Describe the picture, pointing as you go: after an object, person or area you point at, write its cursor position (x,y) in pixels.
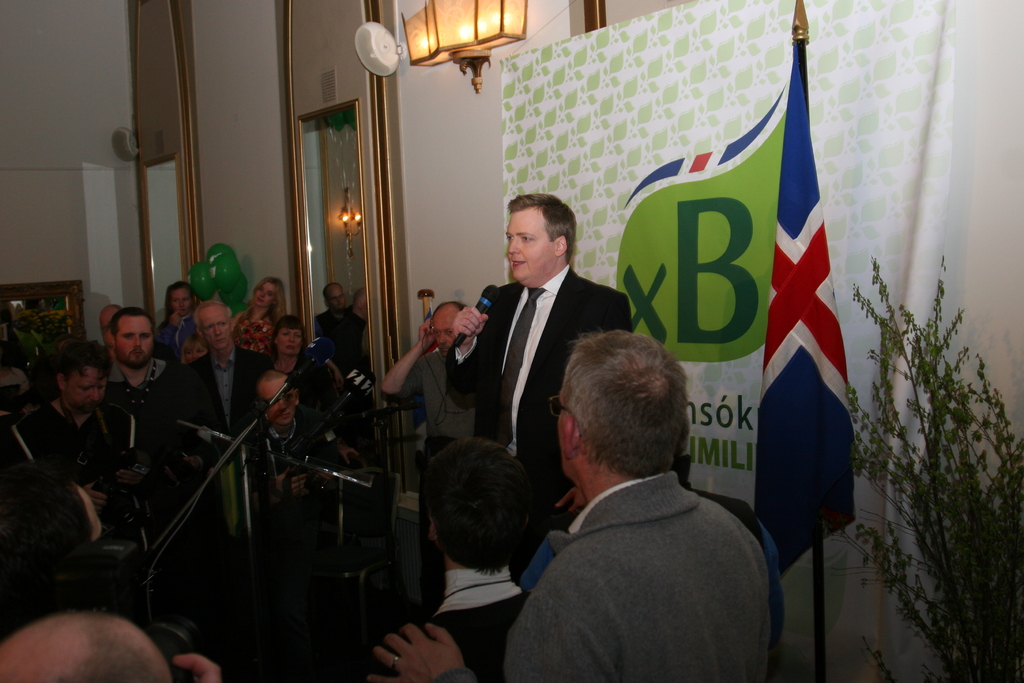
In the foreground (365,422) I can see a group of people (486,554) on the floor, mics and one person (537,480) is holding a mike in hand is standing. In the background (915,611) I can see doors (381,286), wall (437,189), lights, houseplant (952,397), flag pole (850,478), board (718,291), balloons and so on. This image is taken may be during night.
